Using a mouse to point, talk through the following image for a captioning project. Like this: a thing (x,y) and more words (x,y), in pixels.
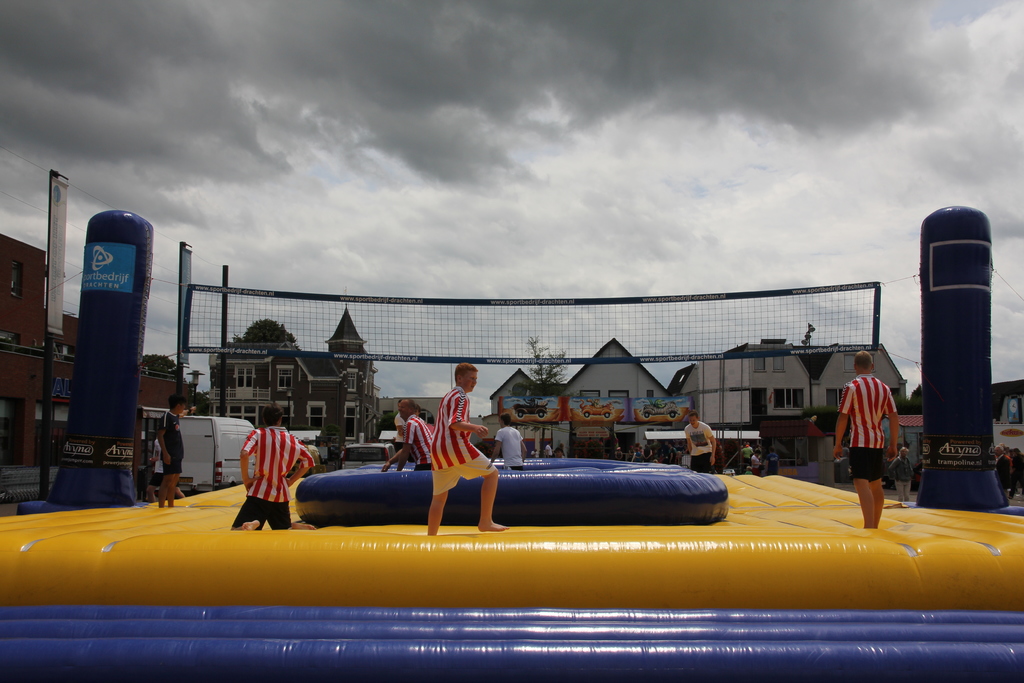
In this image there are group of persons (439,464) who are standing on a air balloon (628,592), at the bottom (656,543) there is an air balloon (765,540) and in the background (5,391) there are houses (686,372), trees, net (214,354). On the left side (105,312) there are some boards (60,322) and some air balloons (103,326), at the top of the image (421,109) there is sky (421,176).
